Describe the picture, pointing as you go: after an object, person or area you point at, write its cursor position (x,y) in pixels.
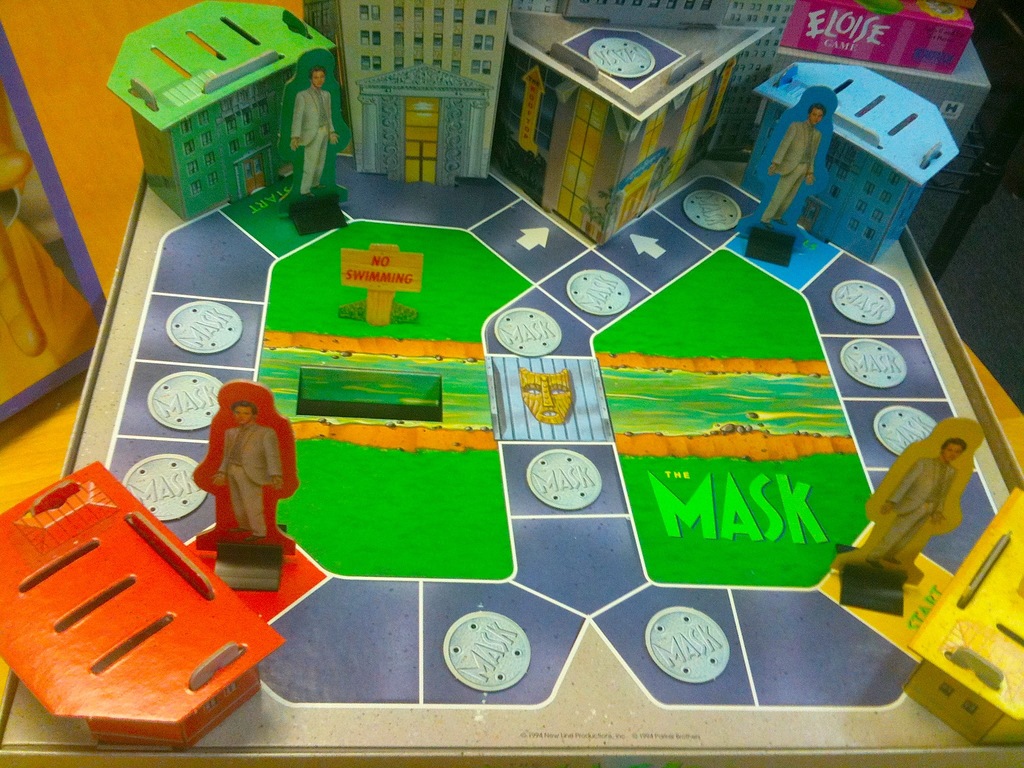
In this image, we can see a game board (442,152).
